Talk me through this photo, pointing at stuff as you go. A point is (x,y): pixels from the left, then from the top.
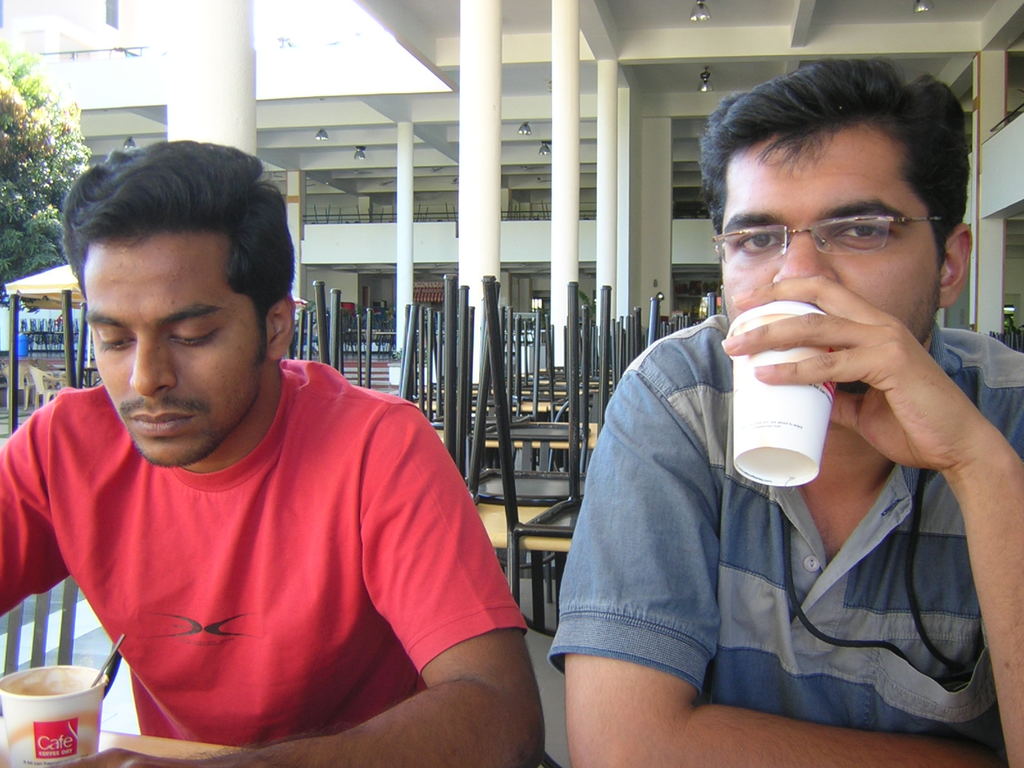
On the left side (341,470), there is a person (318,448) in red color t-shirt (280,434), sitting on a bench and keeping two hands (289,755) on the table (123,739). On which, there is a white color cup (69,733). On the right side (872,638), there is another person (962,618) sitting on the bench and two hands (1010,730) on the table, holding a cup (778,392) with one hand (864,422) and drinking something. In the background (76,42), there are benches (490,448) arranged on the floor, there are pillars (613,149), lights (705,91) attached to the roof (109,121), there are trees (11,107), chairs (33,380) on the ground (6,421) and white wall (69,25) of a building (968,12).
